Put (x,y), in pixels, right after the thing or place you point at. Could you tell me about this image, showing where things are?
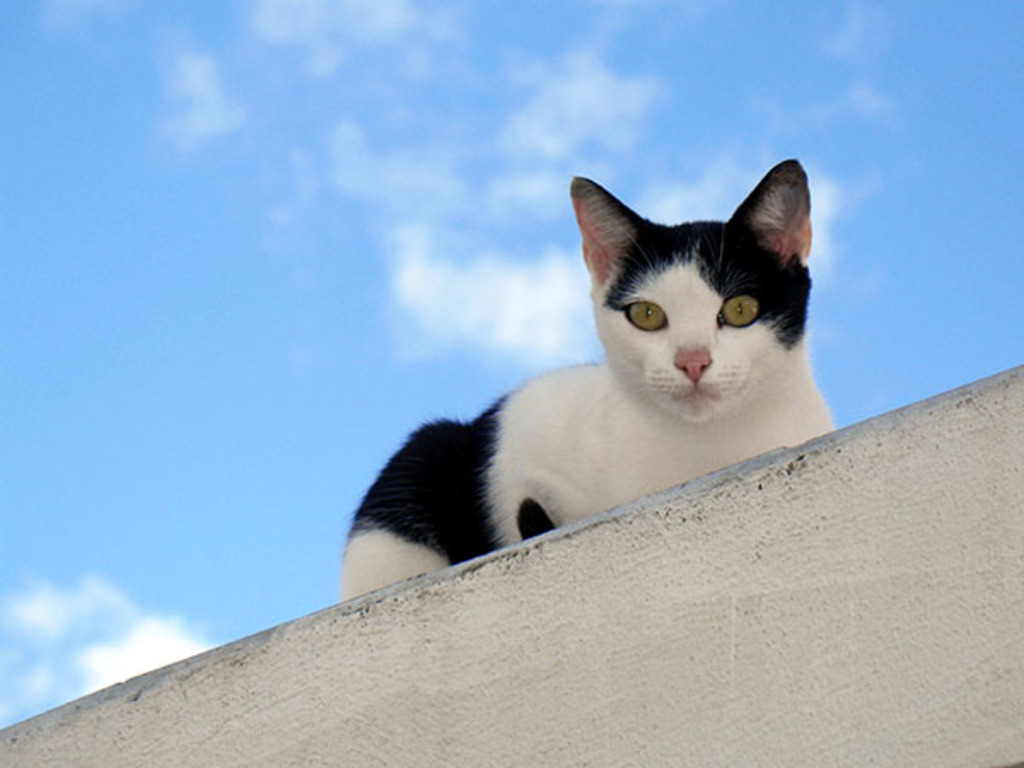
In this image there is a cat (609,445) on the wall (559,612). In the background (423,272) there is a sky (386,239) with some clouds (114,652).
